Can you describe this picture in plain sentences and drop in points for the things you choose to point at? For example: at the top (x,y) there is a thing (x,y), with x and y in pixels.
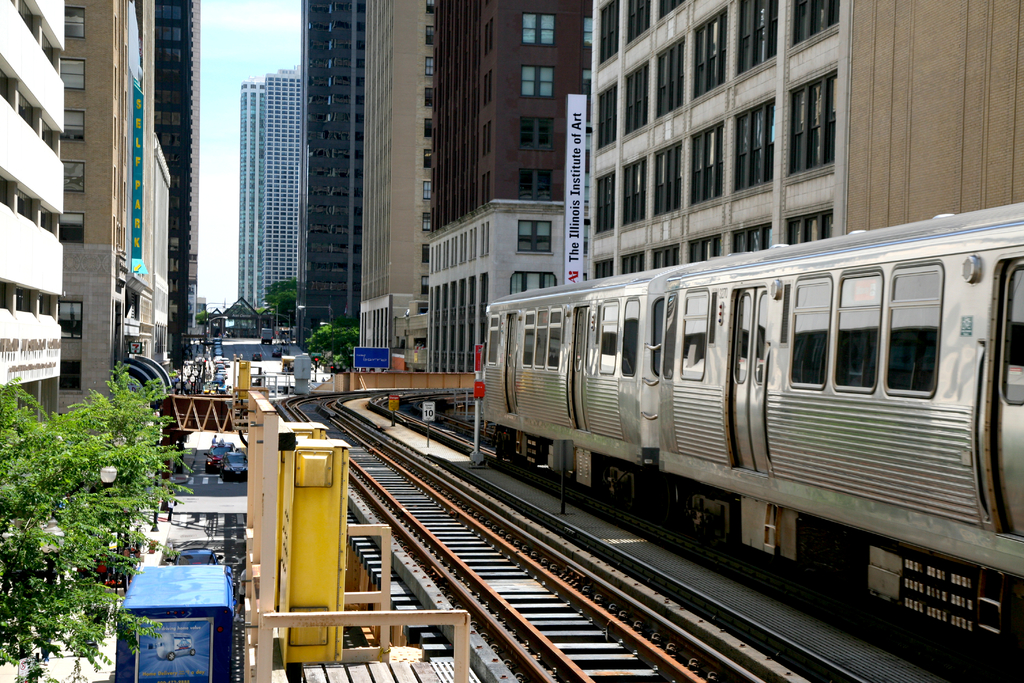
In this image I can see a train (645,394) on a railway track (559,628). There are buildings (731,202) on the either sides. There are trees (56,470) and vehicles (221,388) on the road (229,535). There is a wooden railing (262,650) in the front (275,658). There is sky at the top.
